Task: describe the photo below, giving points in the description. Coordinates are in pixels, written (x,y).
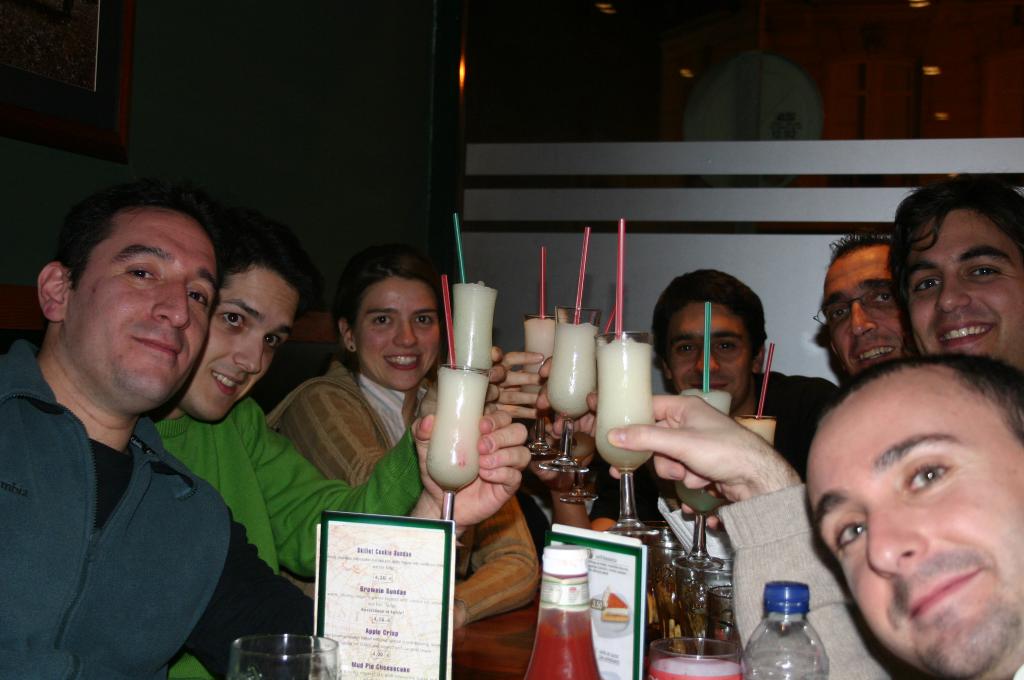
Here we can see group of people (925,368) having glasses of juice (564,431) in their hands (430,433) and we can see bottles (576,613) present in front of them.
